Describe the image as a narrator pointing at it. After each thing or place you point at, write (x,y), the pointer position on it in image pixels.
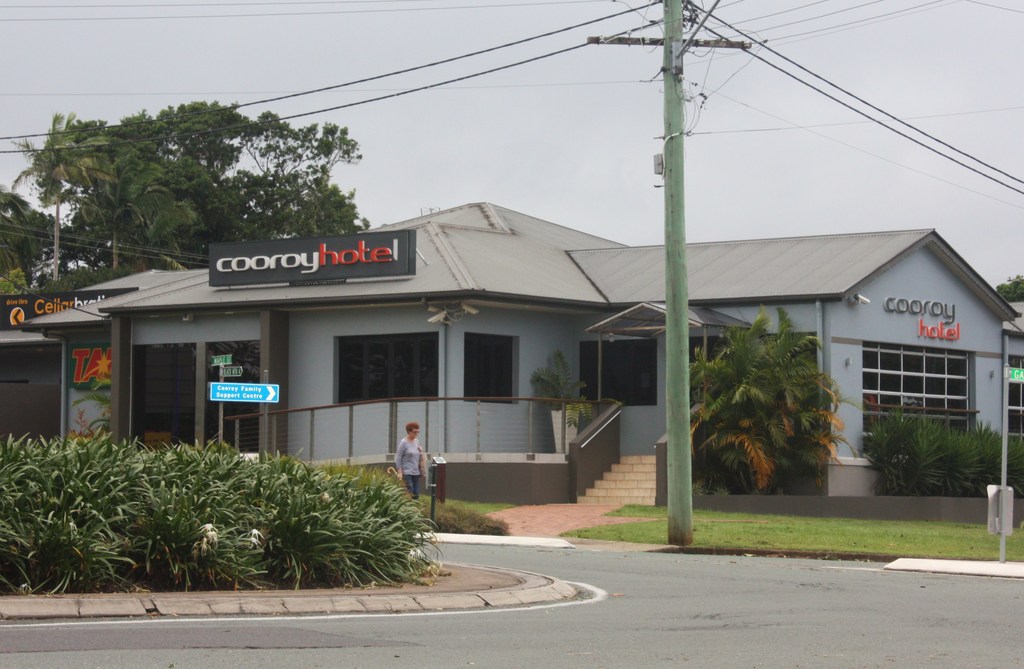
This image is taken outdoors. At the top of the image (443,119) there is the sky (829,106). At the bottom of the image (445,638) there is a road (685,623). In the background (192,233) there are a few trees (229,235). In the middle of the image (497,306) there are a few houses (505,335) with walls (304,370), windows (365,377), doors (184,371) and roofs (786,273). There are a few boards (48,302) with text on them. There are a few stairs (640,466). There is a fence (432,419) and there is a railing (878,409). There are a few trees (774,426) and plants (911,423) on the ground (749,544) and there is a ground (770,529) with grass (739,535) on it. There is a pole (646,42) with many wires (612,35). A woman (410,444) is walking on the footpath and she is holding an object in her hand (401,473).
